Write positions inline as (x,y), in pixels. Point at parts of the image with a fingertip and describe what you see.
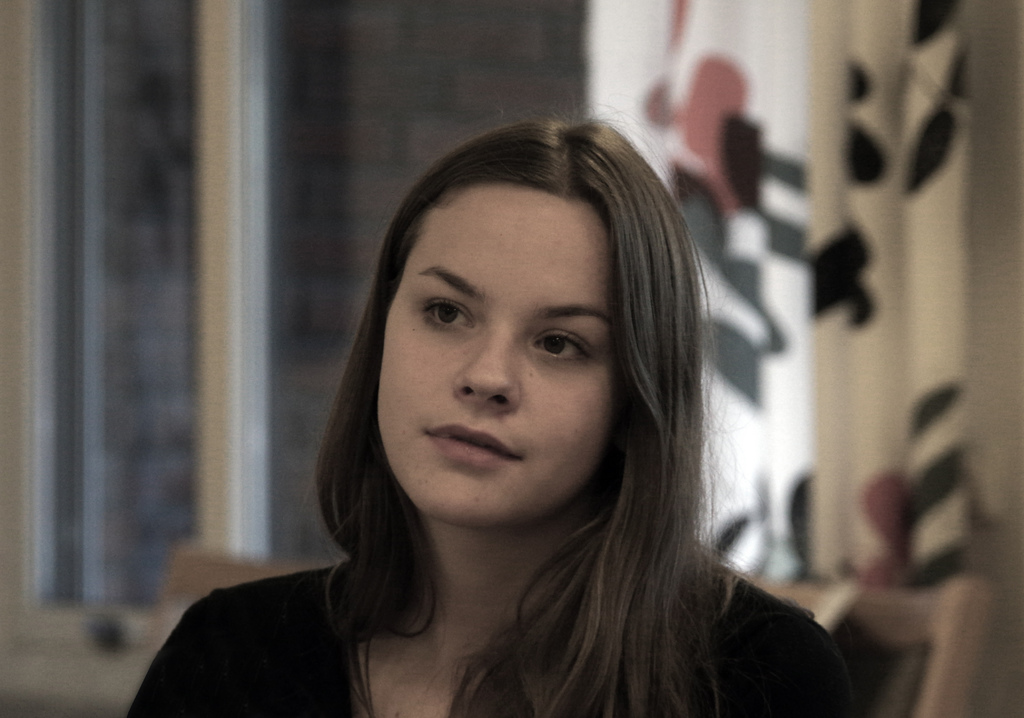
In this image in the foreground (412,521) there is one woman (416,545), and in the background (263,338) there are windows (130,424) and curtains (844,439).
